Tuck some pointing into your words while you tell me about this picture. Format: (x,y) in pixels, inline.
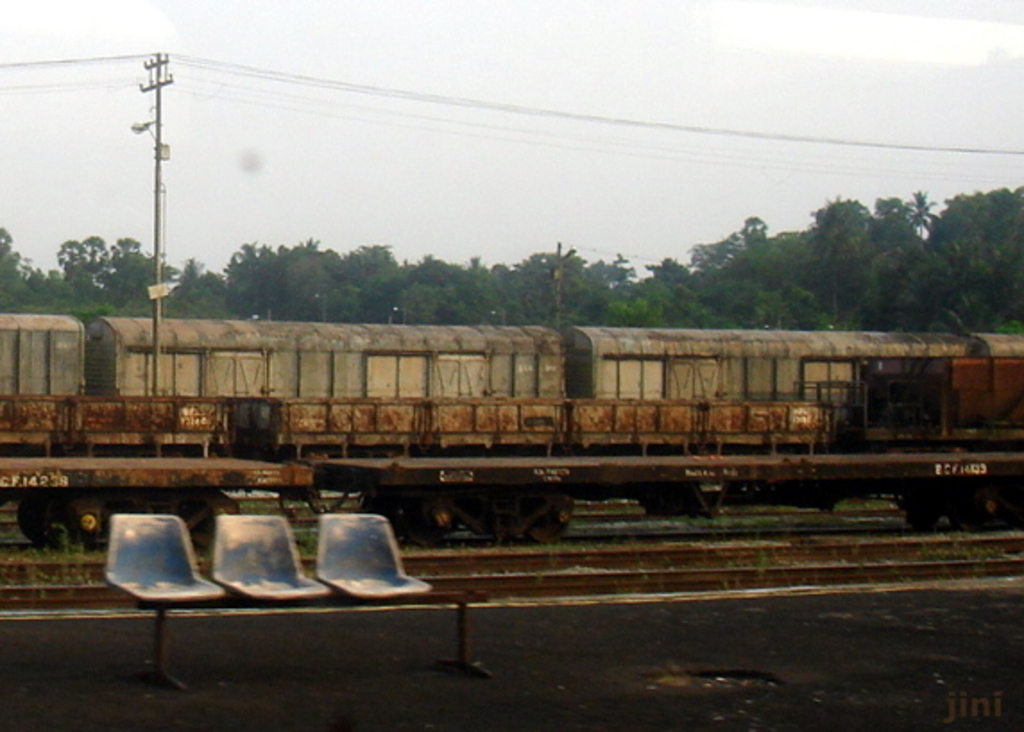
Far there are number of trees (903,239). This is a goods train (530,384) on a track (487,559). Front there are 3 chairs (254,592). Sky (257,144) is in white color. This is a current pole (160,105) with cables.
